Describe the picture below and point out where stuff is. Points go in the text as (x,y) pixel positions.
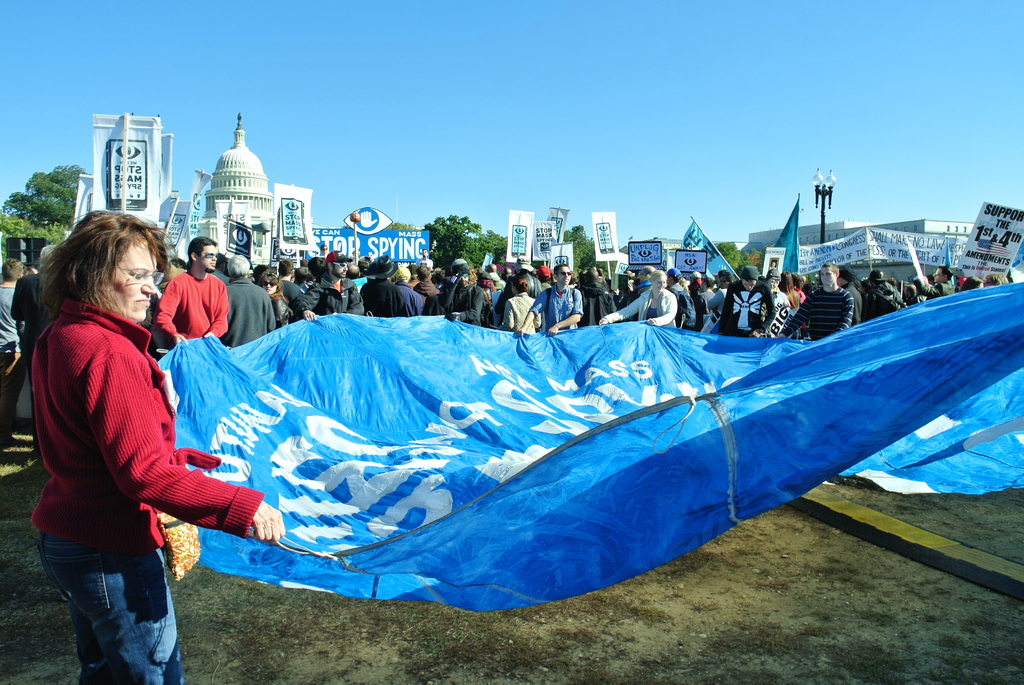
we can see women (89,390) wearing a red sweater (110,429) and pant (94,582) in blue color and she is having short hair (99,243), she is wearing spectacles (147,280) and holding cloth (471,473) which is in blue color. The crowd (663,296) here is holding a poster (860,248), and the lamp (827,192), the sky (740,177) is in blue color, the trees (445,244), next to it is a building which is in white color.
